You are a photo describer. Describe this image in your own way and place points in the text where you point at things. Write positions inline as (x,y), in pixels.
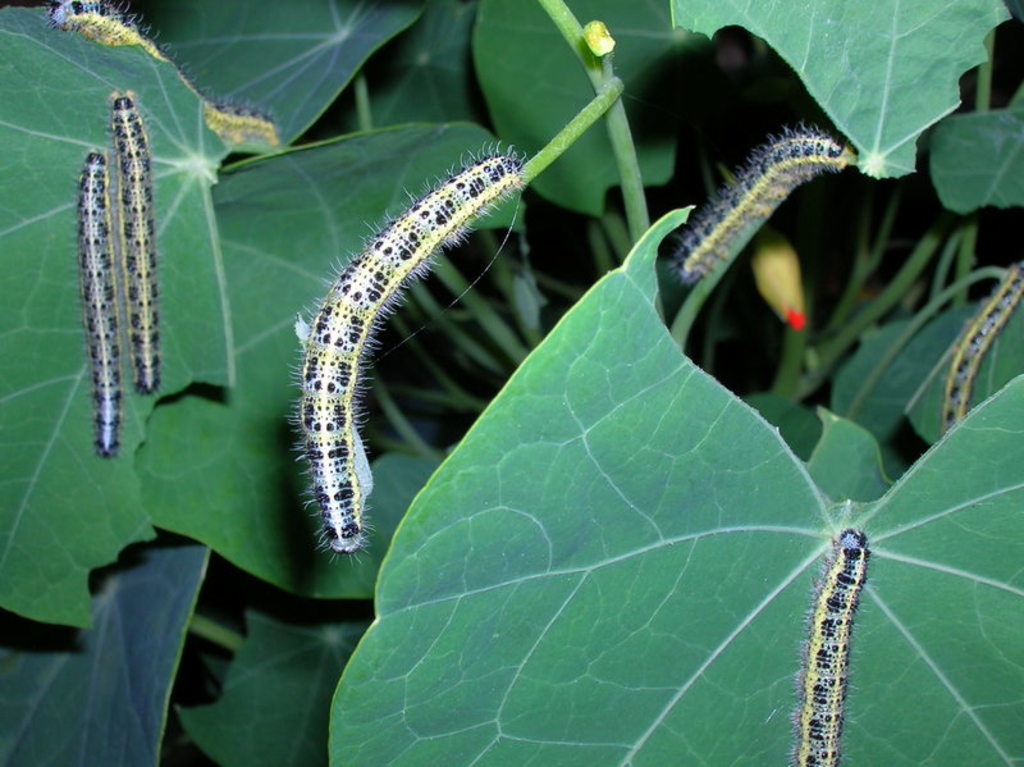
In this picture, we see the caterpillars (122,219) are on the green leaves (391,202). In the background (612,139), we see the leaves (458,35) and a bud (769,288) in yellow and red color.
